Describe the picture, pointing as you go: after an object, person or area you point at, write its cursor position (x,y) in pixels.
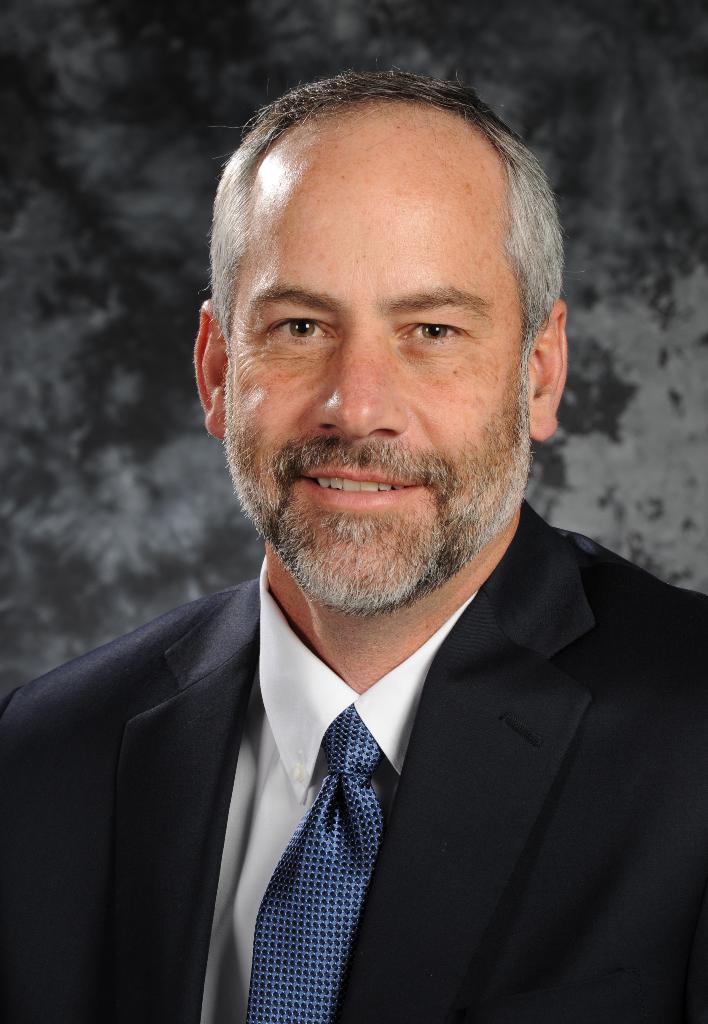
In the image we can see there is a man (421,783) and he is wearing formal suit (127,905) and tie (338,936).
